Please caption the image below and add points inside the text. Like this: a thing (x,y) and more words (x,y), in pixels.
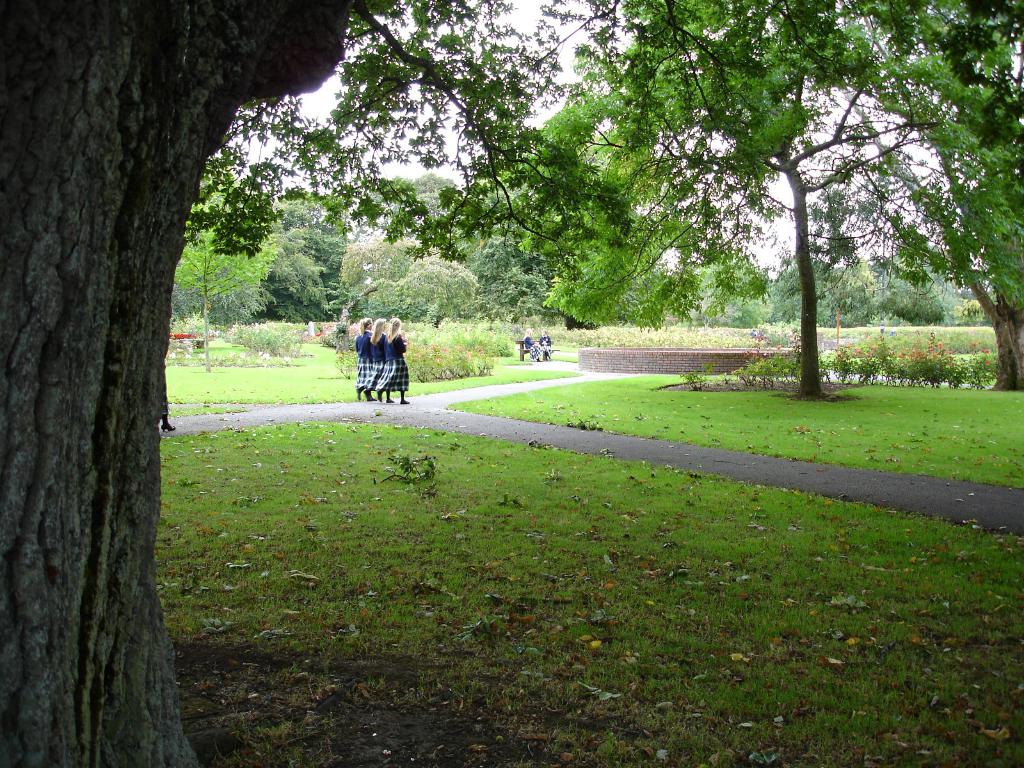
There are roads (435,426). On the road (585,373) three girls (381,363) are walking. On the ground (412,514) there is grass (626,410). Also there are many trees (555,235). In the back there is a bench (526,351). On that two (538,348) are sitting. In the background (773,185) there is sky (824,167).
